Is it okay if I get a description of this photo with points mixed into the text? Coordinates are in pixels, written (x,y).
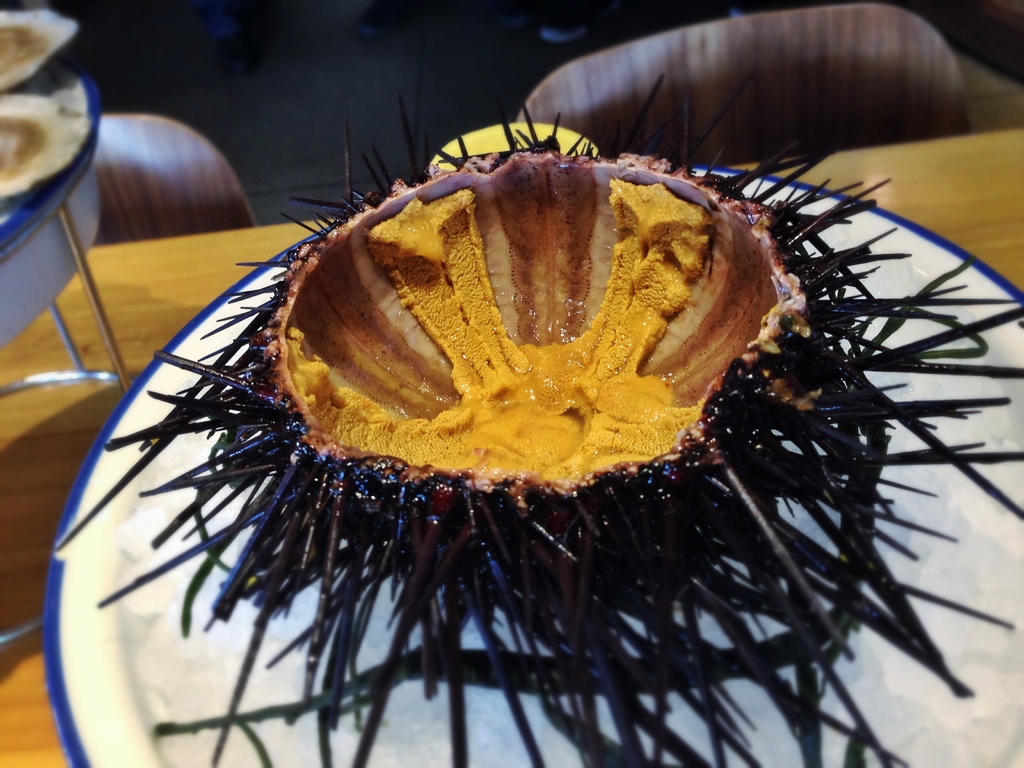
In this image I can see a food item (529,358) placed on a plate (216,341) on a table (183,321).
